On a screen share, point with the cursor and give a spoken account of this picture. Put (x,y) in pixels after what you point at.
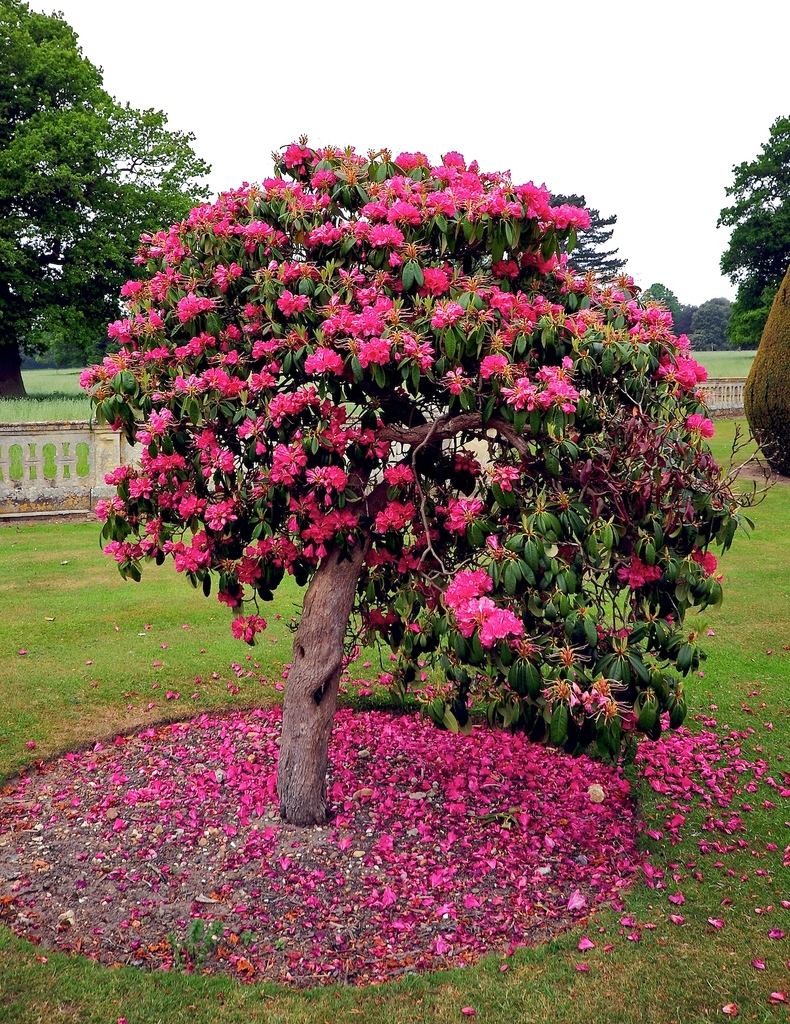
In the image we can see there is a tree (471,489) and there are flowers (517,629) on the tree (413,611). The flower petals (585,774) are on the ground (26,591) and the ground (645,839) is covered with grass (150,651). There is clear sky (327,93) on the top (382,68).
